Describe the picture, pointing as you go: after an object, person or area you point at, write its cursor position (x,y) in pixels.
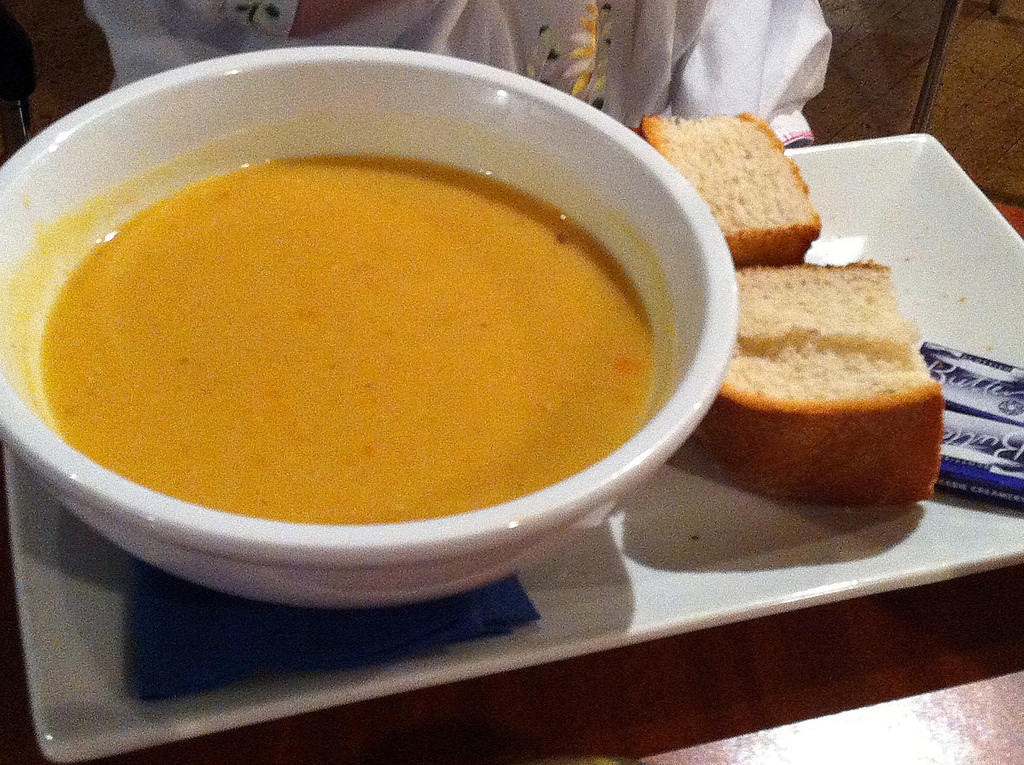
In this picture I can see bread (792,281) and a bowl (5,240) with some food (496,414) in the tray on the table (778,661).
